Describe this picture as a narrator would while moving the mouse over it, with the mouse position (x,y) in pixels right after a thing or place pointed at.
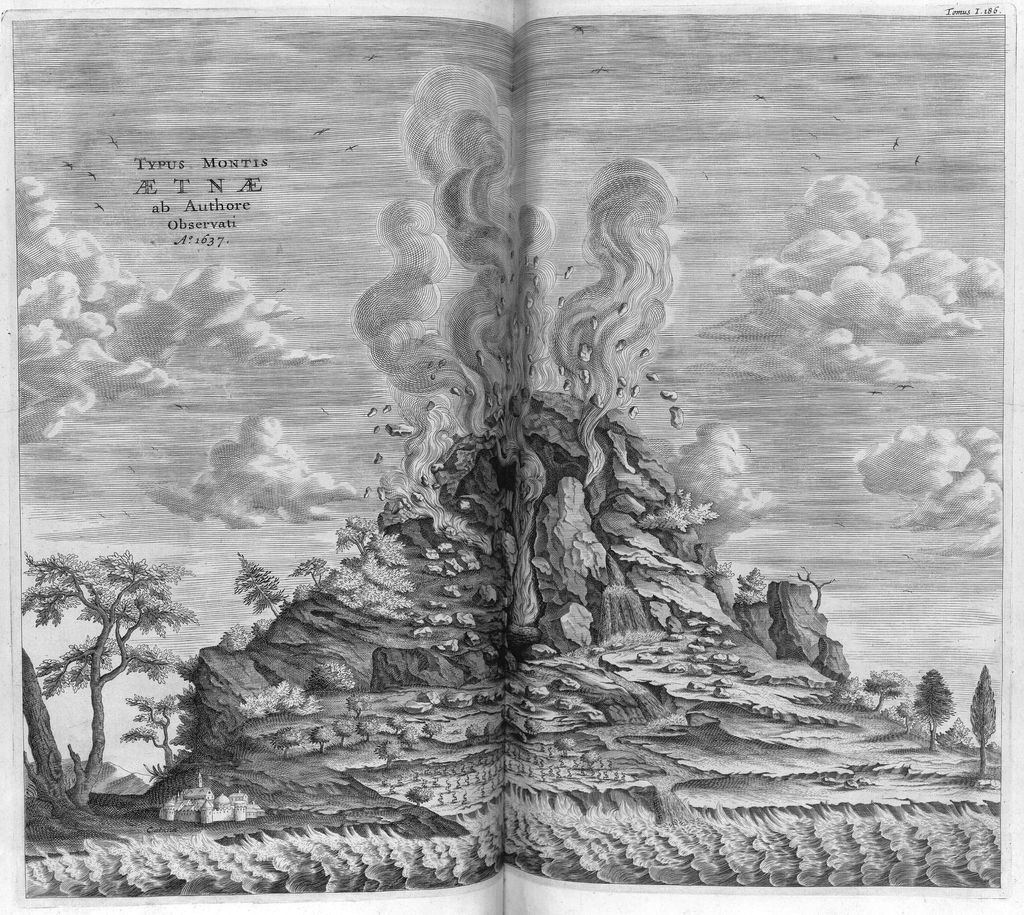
In this image I can see a sheet (896,613) which consists of a painting (410,584). On the top of this sheet (201,186) I can see some text (167,193). This image is in black and white colors.
